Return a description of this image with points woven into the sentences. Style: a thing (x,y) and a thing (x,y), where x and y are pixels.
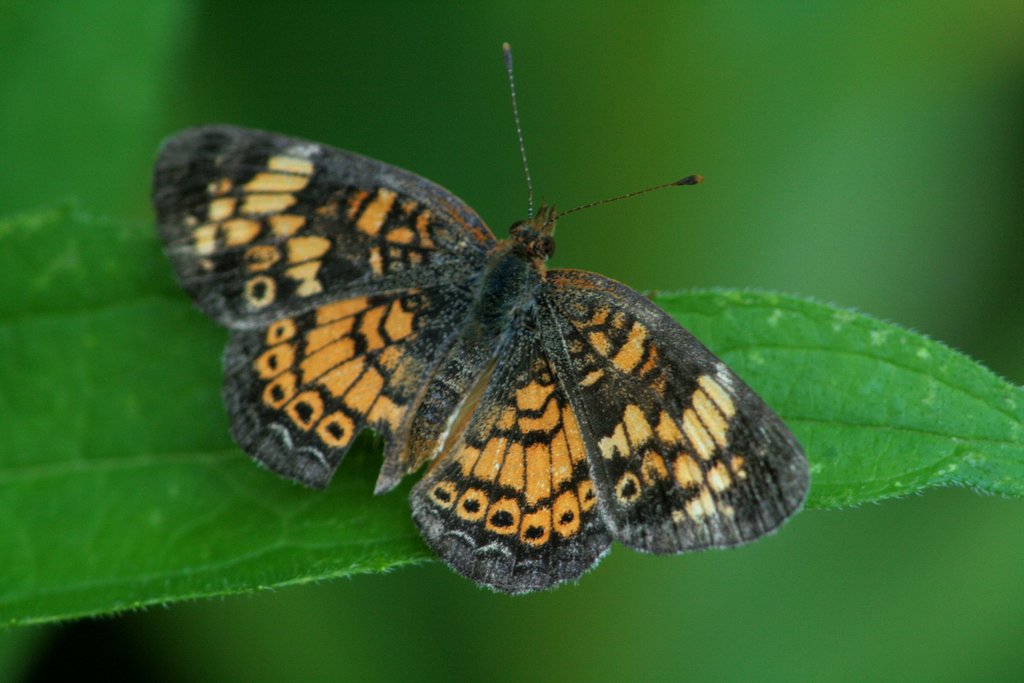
In the image we can see a butterfly (580,427), orange and black in color. This is a leaf (966,388) and the background (647,5) is blurred.
